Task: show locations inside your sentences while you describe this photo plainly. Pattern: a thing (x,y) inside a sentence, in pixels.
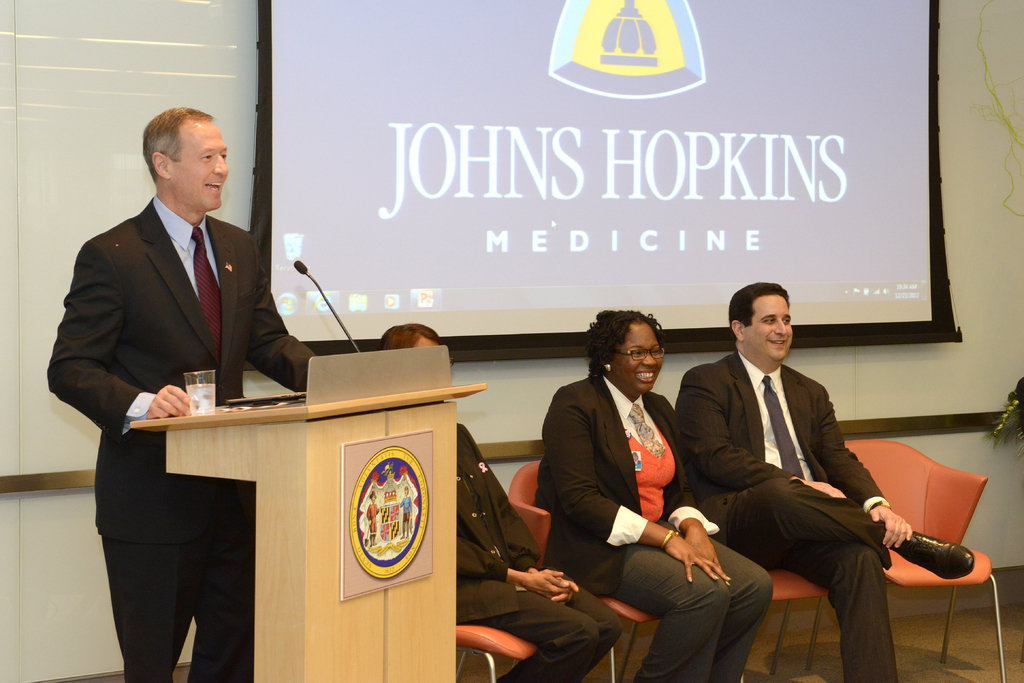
In this image I can see people (200,641) where one is standing and rest all are sitting on orange colour chairs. I can see all of them are wearing formal dress (617,487). Here I can see a podium (276,652), a glass (191,379), a mic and in the background (285,291) I can see a projector screen (841,307). I can also see something is written over here.
